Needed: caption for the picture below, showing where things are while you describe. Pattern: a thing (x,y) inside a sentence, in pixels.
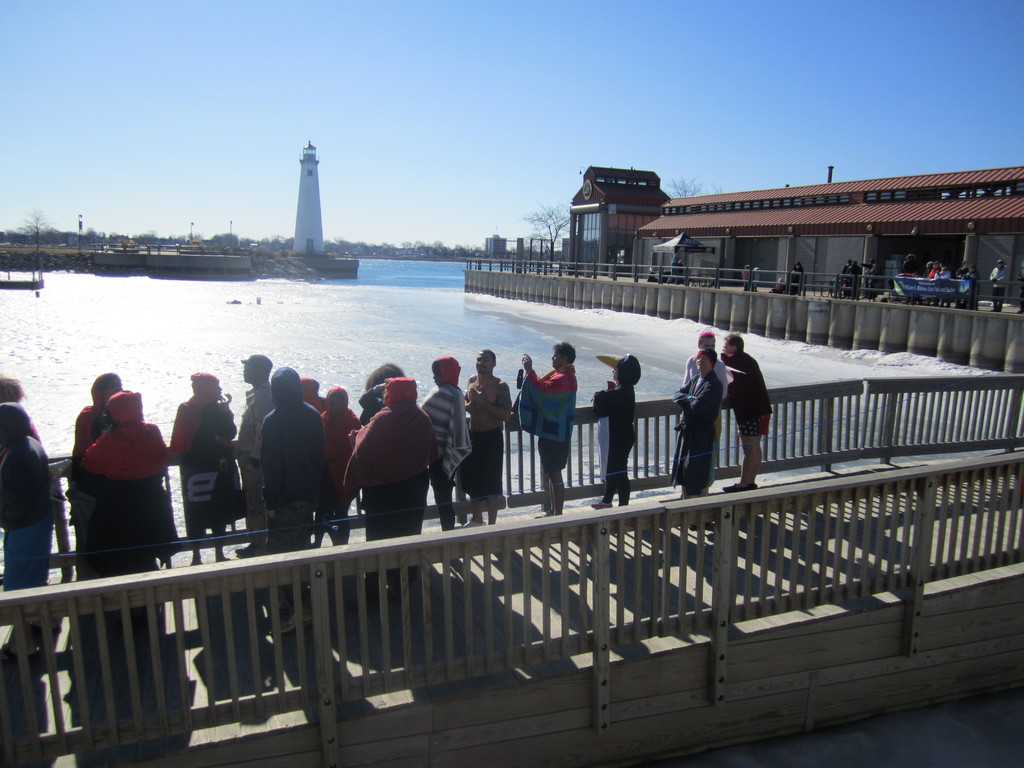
In this picture we can see some people (681,472) are standing in the front (272,478), on the right side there is a building (620,235), we can see water (441,308) in the middle (396,308), in the background (558,227) there are trees (551,241) and a tower (304,208), we can see the sky (378,153) at the top of the picture (392,78).
